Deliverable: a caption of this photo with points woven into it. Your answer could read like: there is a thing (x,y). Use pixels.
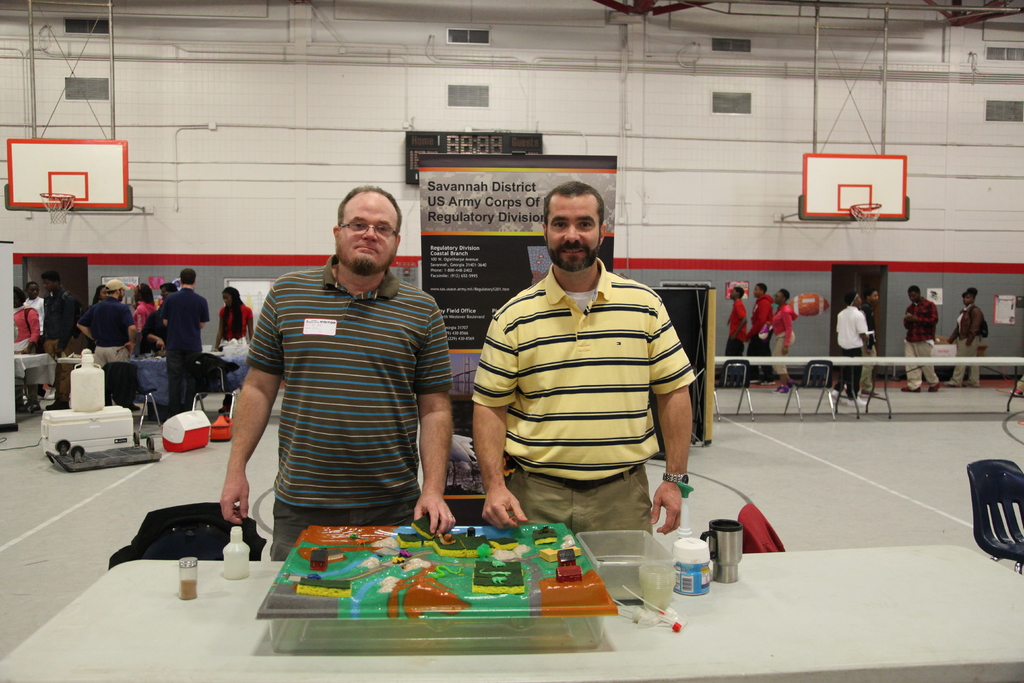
In this image we can see two persons (505,398) wearing different color T-shirts (335,435) standing near the table (712,594) on which there is some painting (405,567) there are some objects (685,580), glass (663,584), coffee cup (705,540) and in the background of the image (50,344) there are some persons (35,332) standing near the table (150,359) and some are walking there are some chairs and in the top of the image (799,129) there are two basketball nets (809,187) and wall (289,85).
